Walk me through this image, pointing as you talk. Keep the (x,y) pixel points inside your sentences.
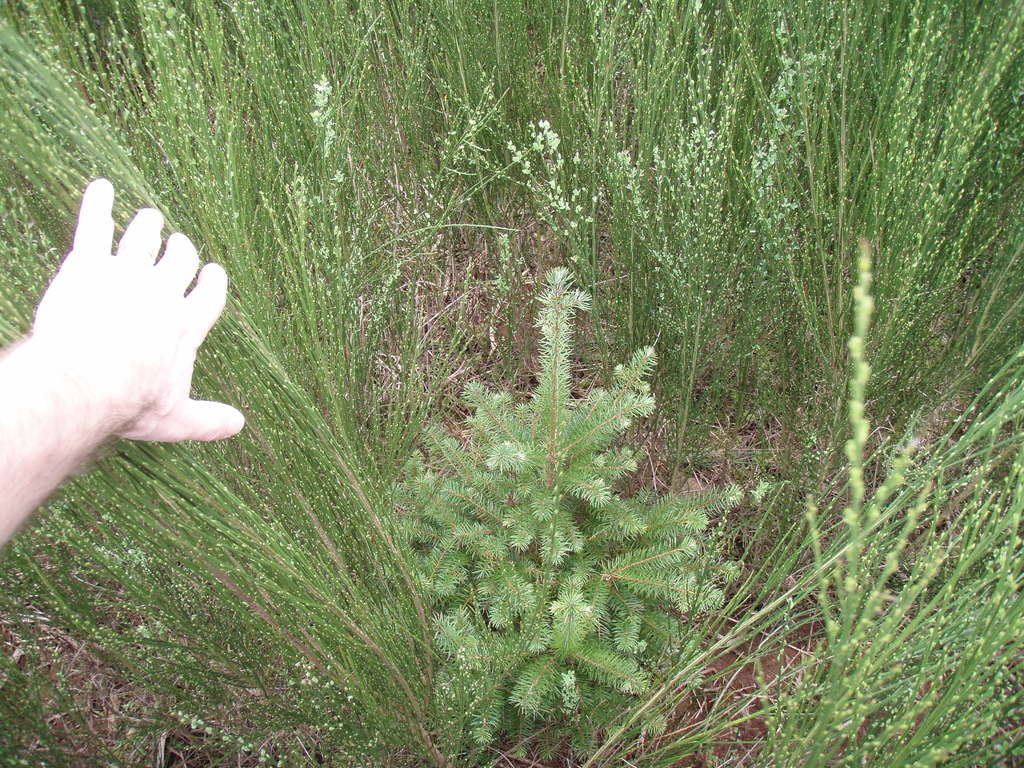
This picture might be clicked in the garden (620,265). At the bottom of the picture (564,606), we see grass (179,553) and a plant (491,428) which is green in color. On the left corner of the picture (156,222), we see the hand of the human (184,435).
